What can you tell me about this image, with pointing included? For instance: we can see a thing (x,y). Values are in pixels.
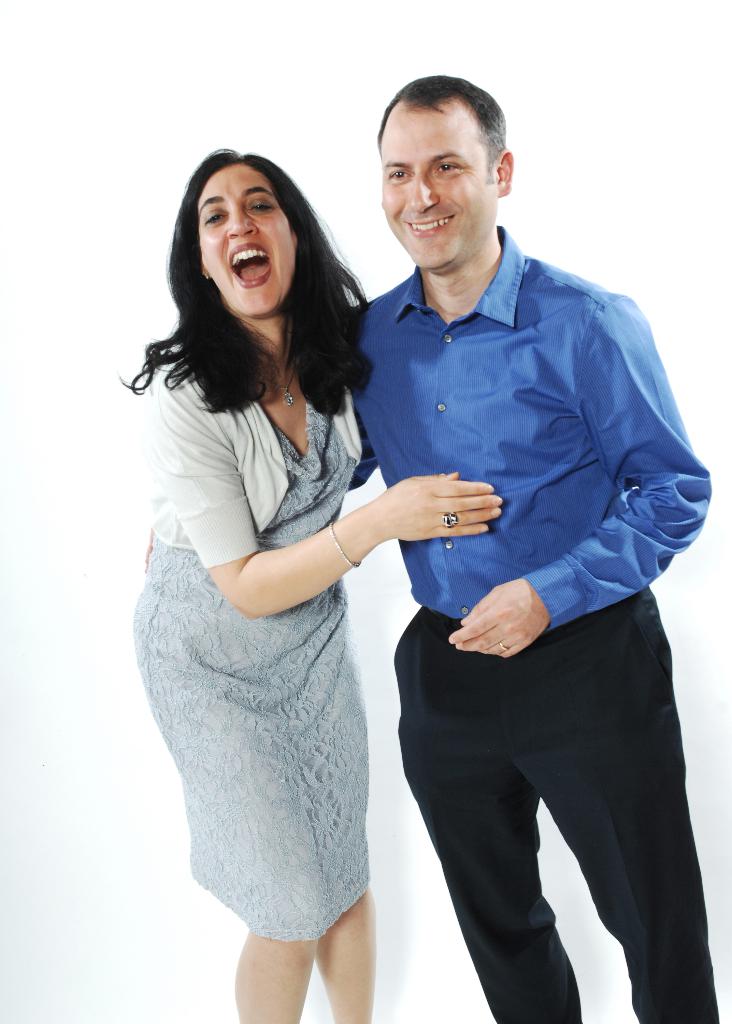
In this image we can see a man (399,403) and a woman (361,546). Man (582,424) is wearing blue color shirt (570,492) with black pant (586,748). And the woman (319,733) is wearing grey color dress (249,704) and some jewelry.
